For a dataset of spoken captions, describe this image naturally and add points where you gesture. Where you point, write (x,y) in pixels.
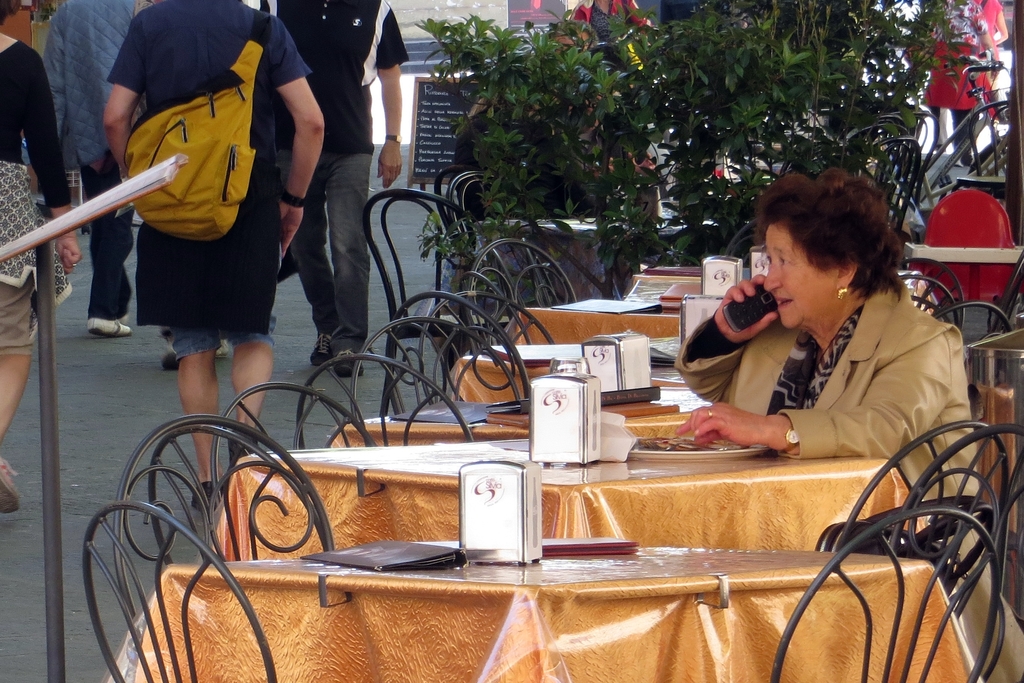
In this picture we can see one women (850,392) sitting on a chair (925,437) in front of a table (771,454) and she is on a call. We can plants (568,202) and few persons (4,58) walking on the road (406,220). This is a board (448,157).
